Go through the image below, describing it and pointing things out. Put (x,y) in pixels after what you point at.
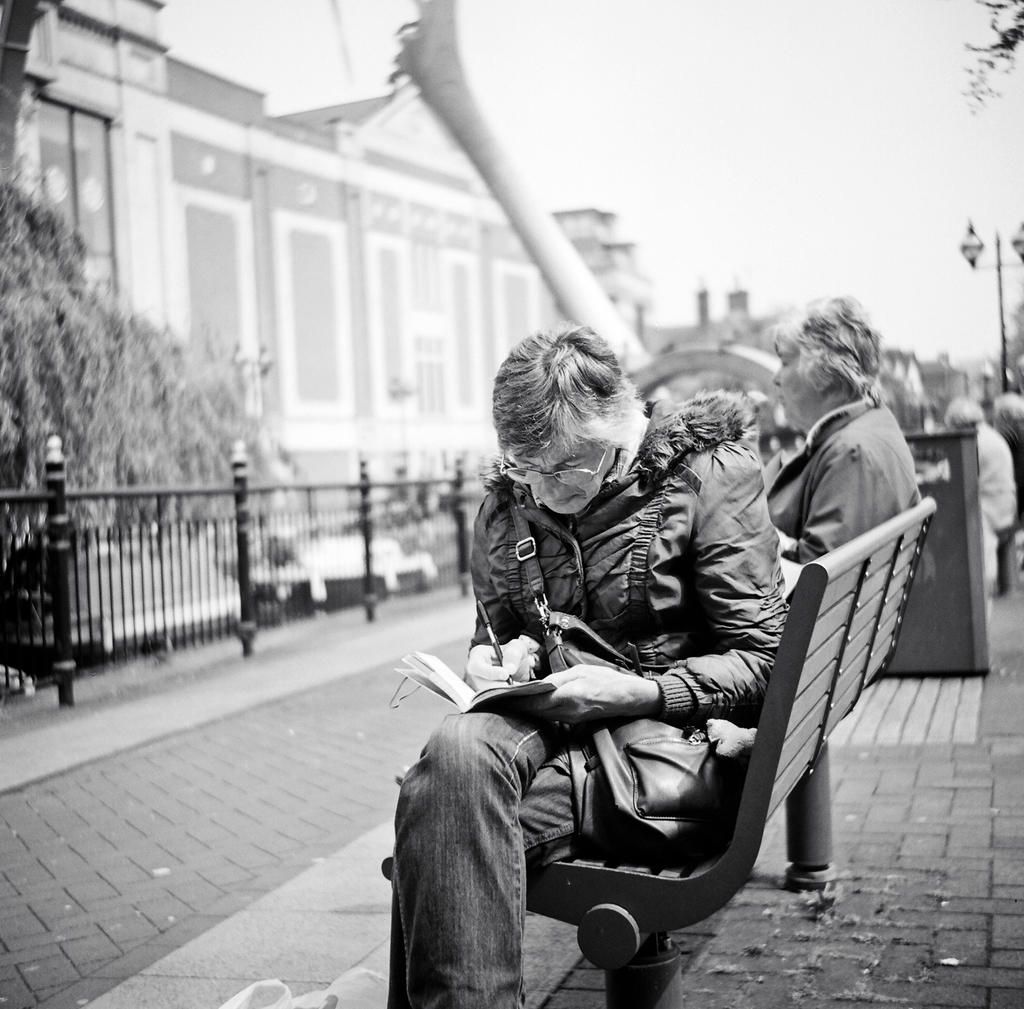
In this image I can see few people (717,559) sitting on the benches (873,616). These people (846,494) are wearing the dresses (792,475) and I can see one person (555,559) holding the pen (500,656) and the book (437,674). To the left (253,579) I can see the railing (77,583) and trees (148,415). In the background (378,302) I can see the building (501,252), light pole (968,248) and the sky (613,160). This is a black and white image.
